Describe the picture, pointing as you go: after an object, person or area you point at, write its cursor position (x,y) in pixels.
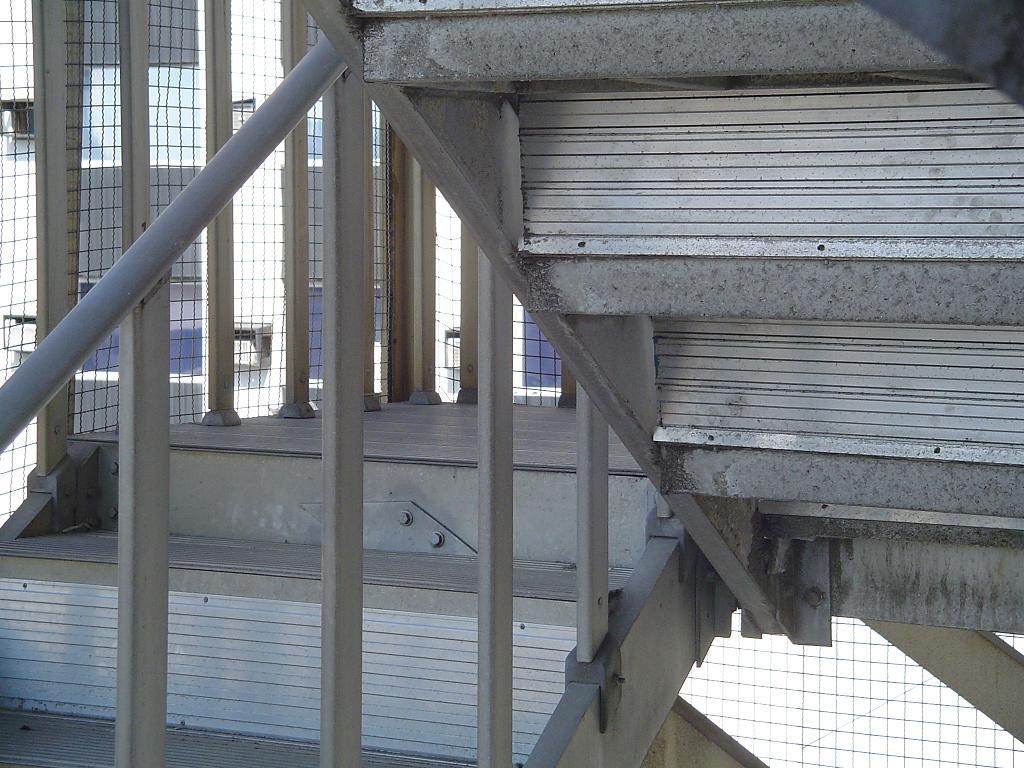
As we can see in the image there are stairs (412,471), fence (250,367) and in the background (195,403) there are buildings (184,11).
